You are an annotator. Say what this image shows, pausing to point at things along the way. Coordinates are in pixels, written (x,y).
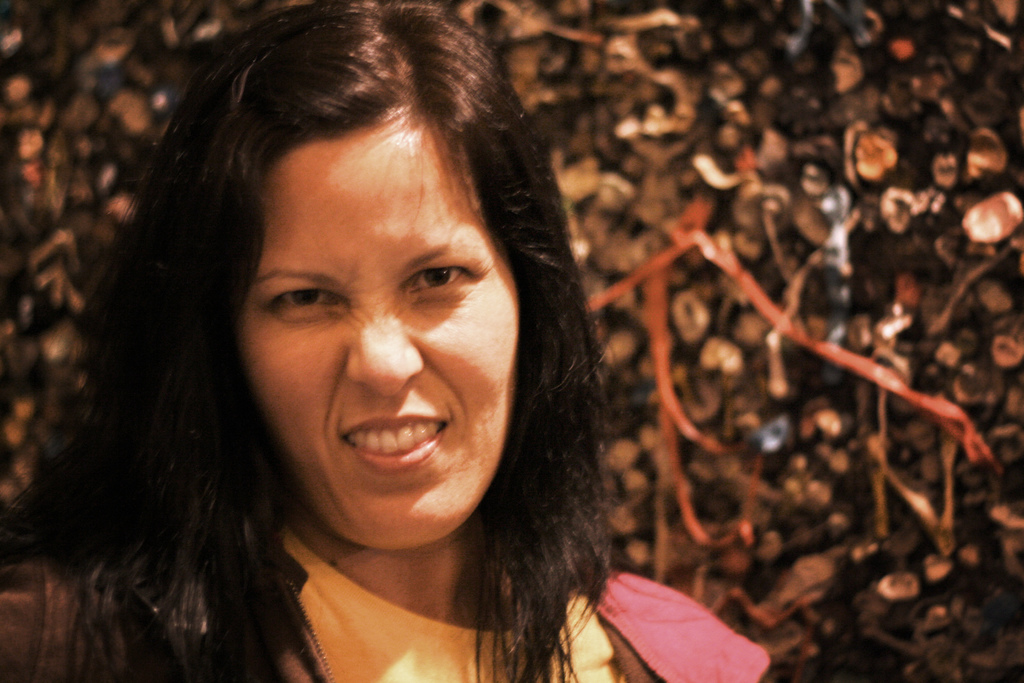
In the image there is a woman (206,485) in the foreground (210,539), the background of the woman (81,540) is blur.
